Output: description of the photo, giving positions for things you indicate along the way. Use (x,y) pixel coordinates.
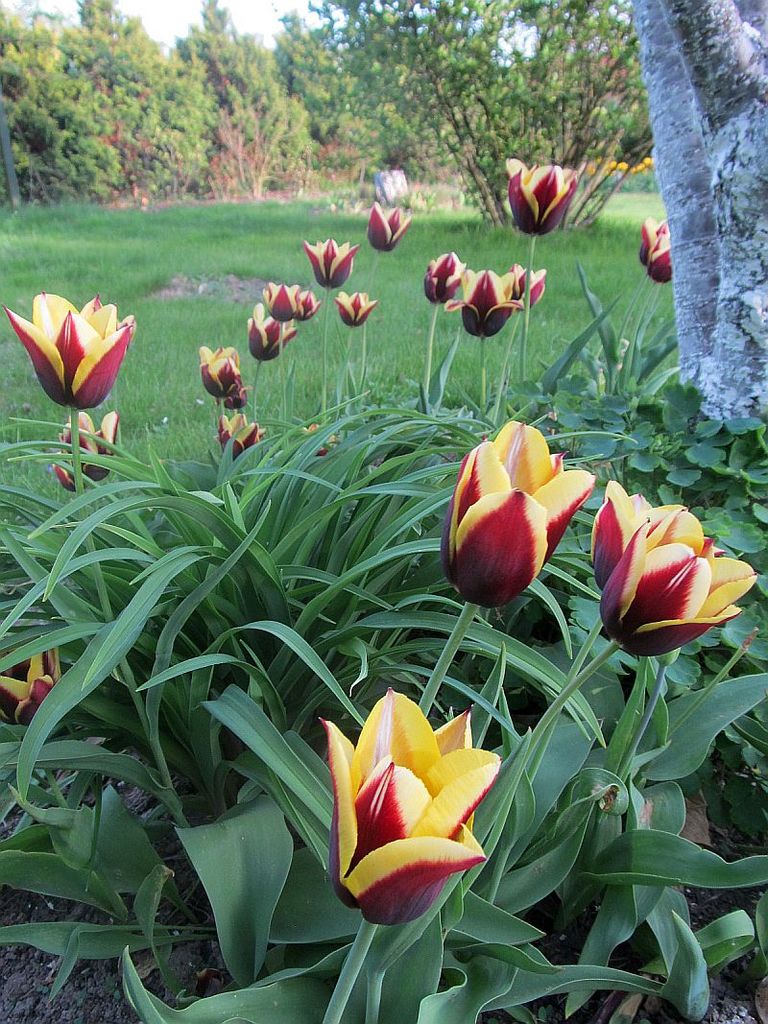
Here we can see plants (508,590) with flowers (385,737). This is grass (283,274). In the background (481,136) there are trees (363,63) and sky (173,31).
